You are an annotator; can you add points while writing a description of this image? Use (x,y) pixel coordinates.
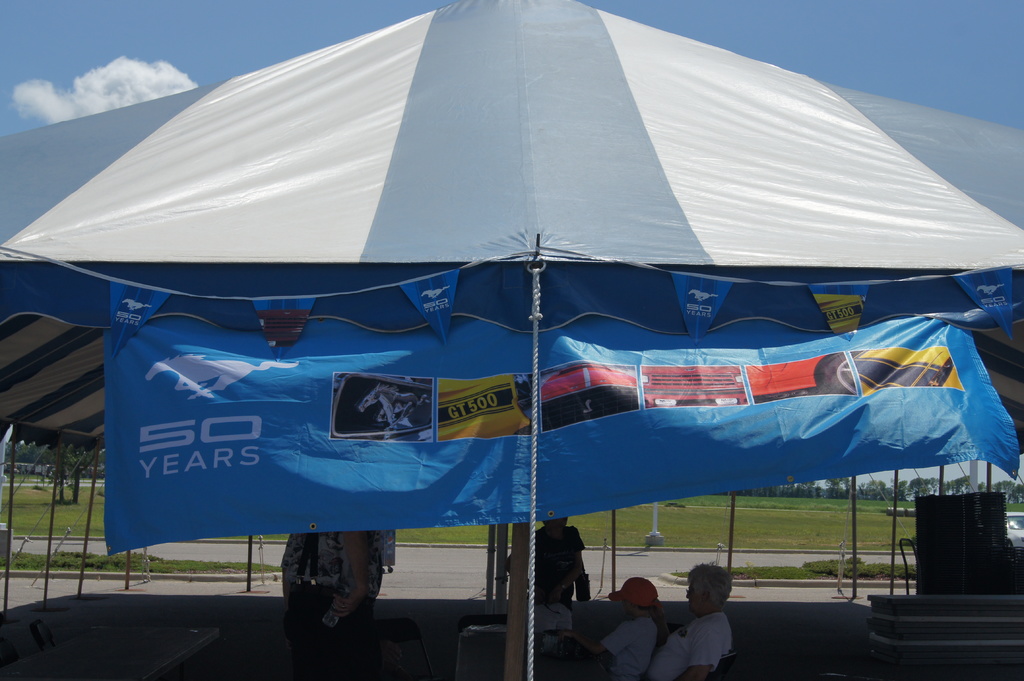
In the image there is a tent (559,187) in the front (624,600) with few people (625,611) sitting under it and above its sky (116,54) with clouds (116,75), over the background (777,544) there is grassland (763,534).
